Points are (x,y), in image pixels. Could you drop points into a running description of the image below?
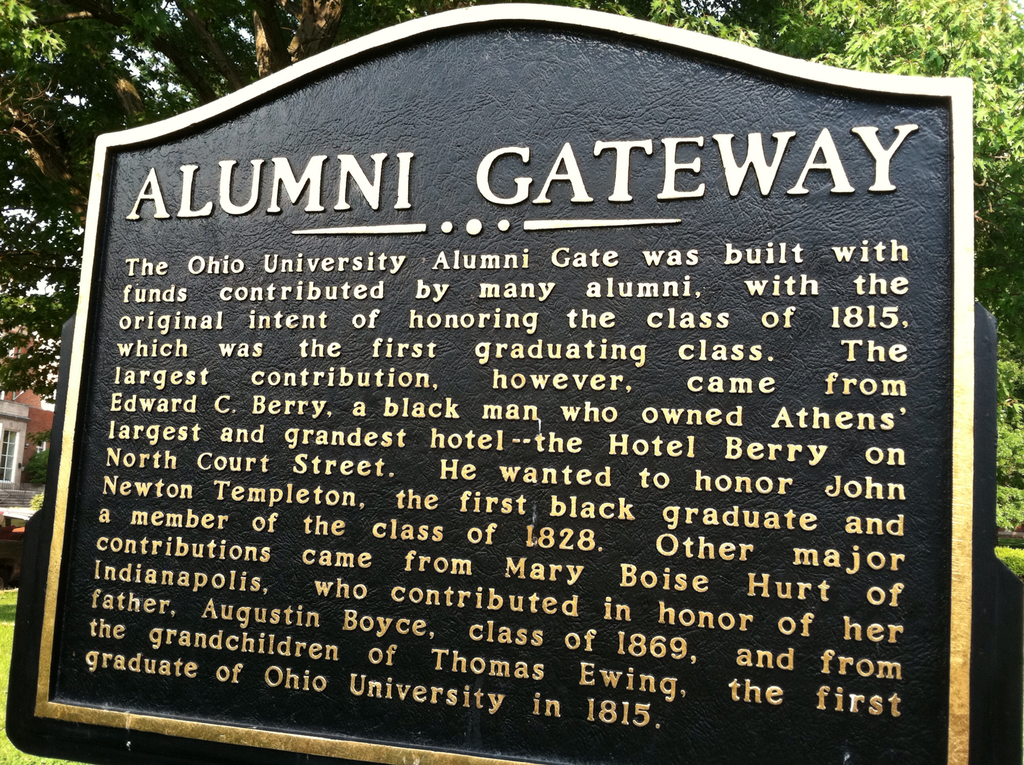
In this image we can see a house (19,435) and it is having an entrance (15,463) at the left side of the image (14,488). There is an object (10,530) at the left side of the image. There are many trees (1004,327) in the image. There is a memorial stone (589,438) and some text (489,536) written on it in the image. There is a grassy land (7,655) in the image.
